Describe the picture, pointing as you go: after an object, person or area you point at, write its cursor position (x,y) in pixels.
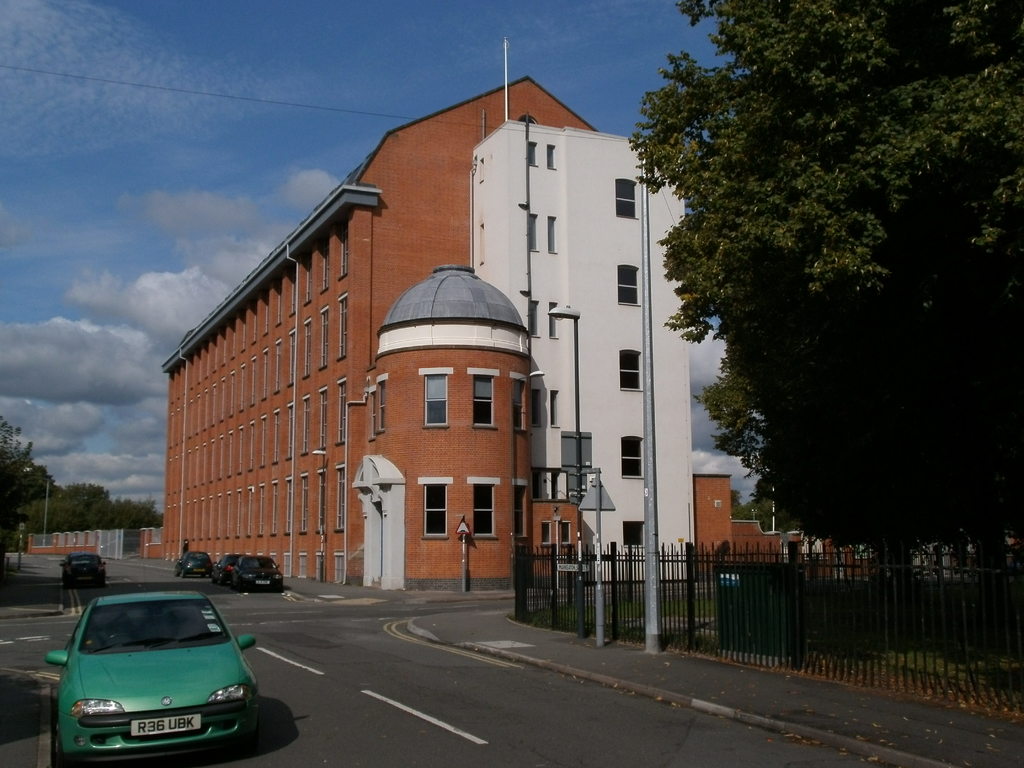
In this image I see a building (329,426) over here which is of white and orange in color and I see the road (107,572) on which there are cars (118,753) and I see the fencing (674,624) and I see a pole (642,216) over here and I see number of trees (14,478). In the background (77,247) I see the sky (405,94).
